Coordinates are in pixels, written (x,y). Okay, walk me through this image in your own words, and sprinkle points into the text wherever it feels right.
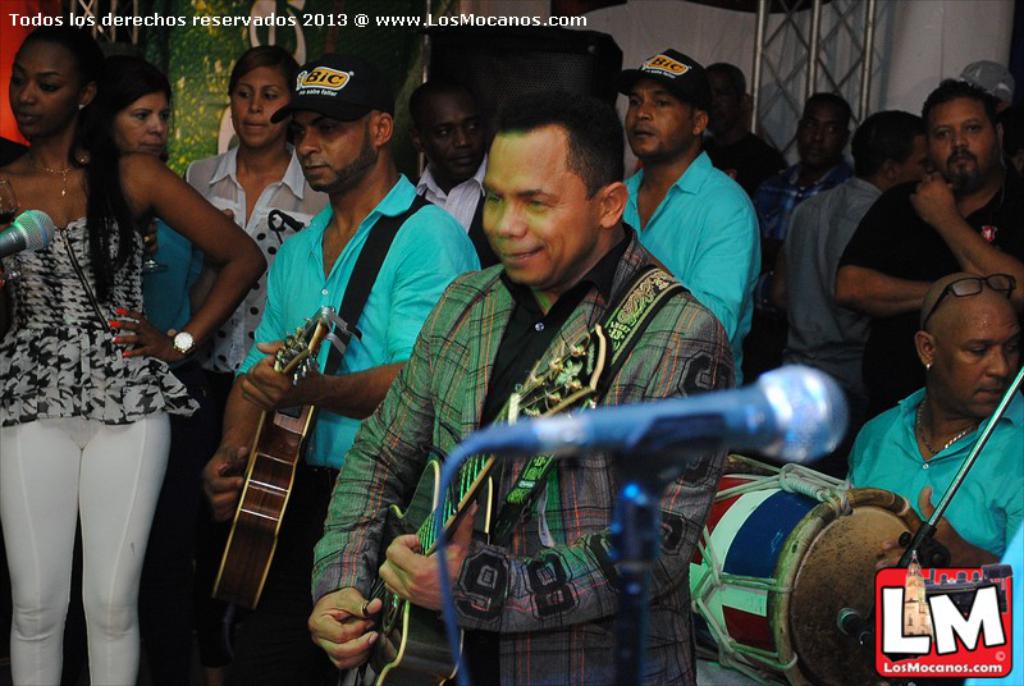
In this image I can see the group of people (426,143) with different color dresses (397,199). I can see two people (368,100) with caps (349,80) and few people (559,588) are playing the musical instruments (795,614). There are mics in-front of these people (372,500). In the background (769,70) I can see the iron rod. I can also see the white, green and red color background (417,30).
